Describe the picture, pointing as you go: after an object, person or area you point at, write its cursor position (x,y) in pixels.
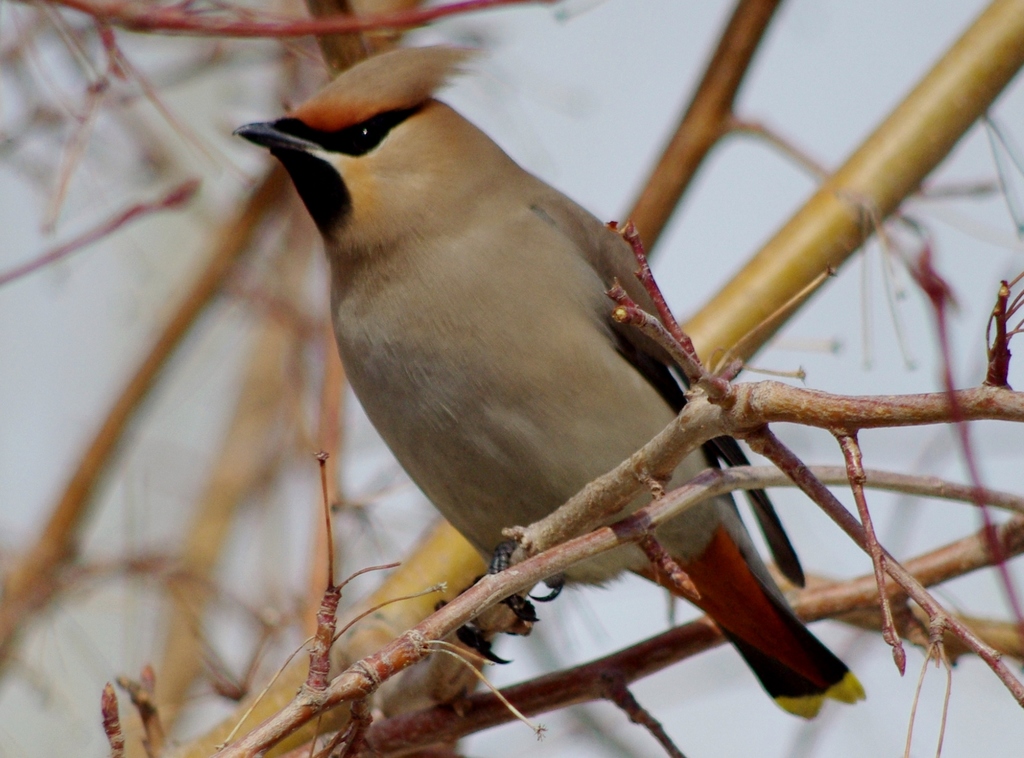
In the image there is a bird (364,193) with black beak (273,137) and the tail (725,608) with black, red and yellow color. It is standing on the stem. Behind the bird (475,506) there are many stems (1002,280). And in the background (824,131) there is a sky (158,287).
